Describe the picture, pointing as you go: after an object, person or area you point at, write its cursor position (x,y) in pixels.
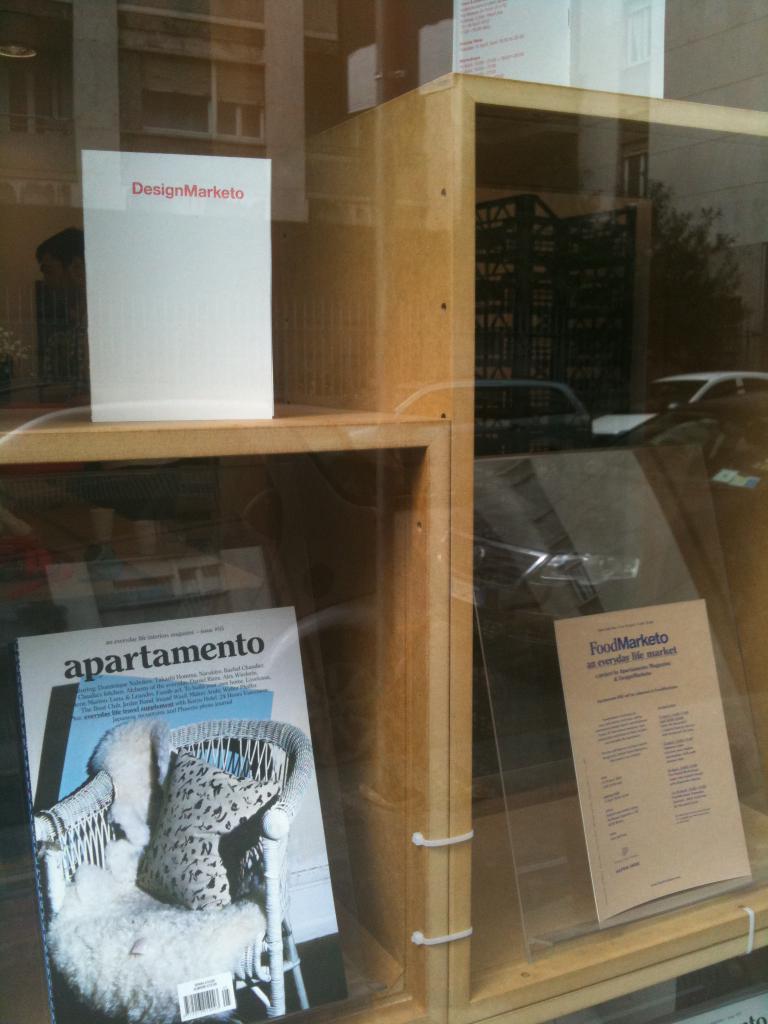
In this image there are four boards (619,629) in the wooden racks (703,921), there is a reflection (508,263) of a car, building (730,46), tree (720,288), a person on the glass (752,289).
